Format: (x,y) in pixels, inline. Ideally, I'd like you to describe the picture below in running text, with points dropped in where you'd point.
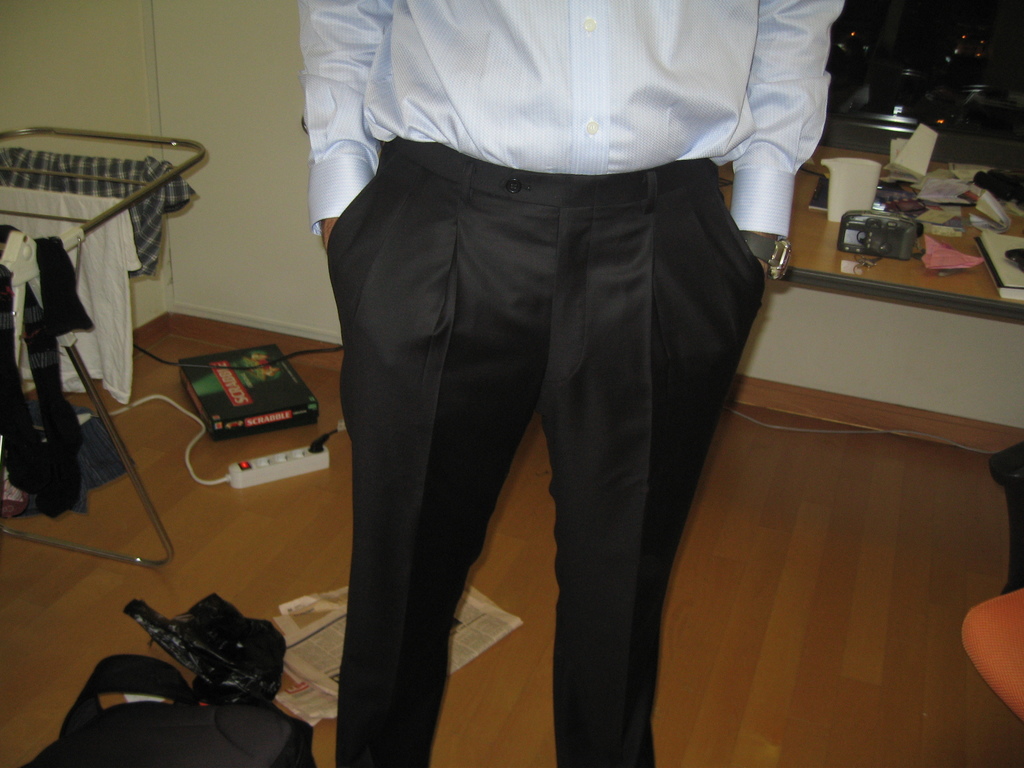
This picture is taken inside the room (869,522). In this image, in the middle (451,448), we can see a man (628,371) standing. On the right side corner there is a chair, we can also see a table (834,269) on the right side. On that table (836,283), there are some papers (955,217), books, jar (834,199). On the left side (213,406), we can also see a game box (255,420), switchboard (295,473), clothes (120,217). In the background (16,7), there is a wall (301,184).
